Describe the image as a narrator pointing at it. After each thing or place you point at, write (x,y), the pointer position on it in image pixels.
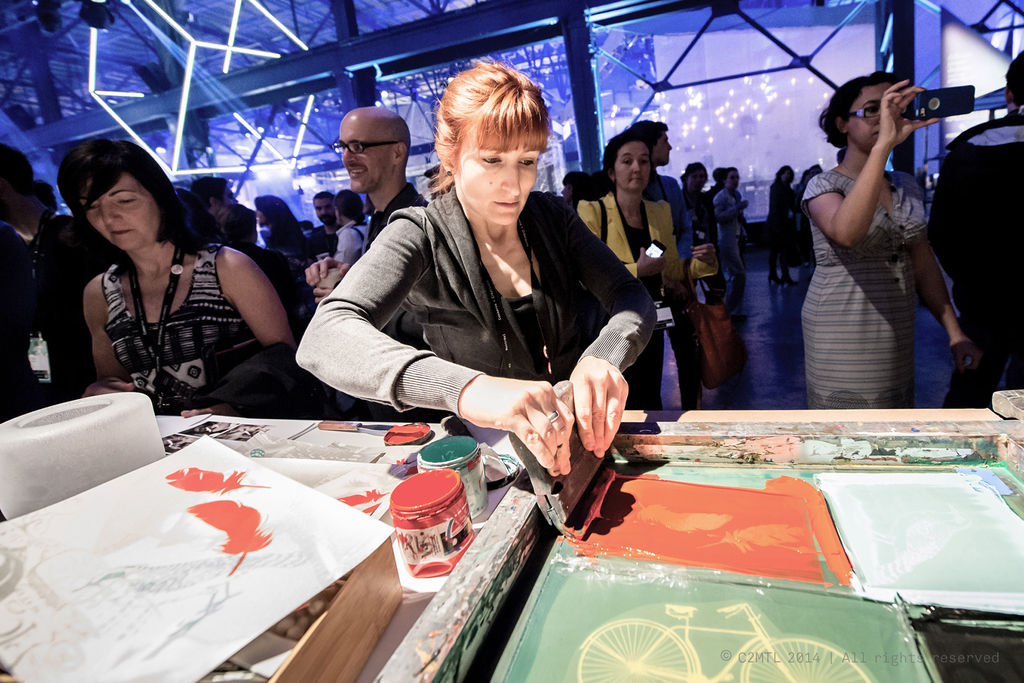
In this picture, we see many people (590,287) standing. On the right side (823,255), the girl (840,282) in grey dress (882,229) is holding a mobile phone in her hands (893,106) and she is clicking photos. The woman (528,274) in black jacket (537,237) is holding the wood (573,496) in her hands (537,447). In front of her, we see a table (468,530) on which paint boxes (426,515) and papers (301,490) are placed. Behind them, we see a glass door (651,53) and this picture might be clicked in the exhibition hall (792,154).
